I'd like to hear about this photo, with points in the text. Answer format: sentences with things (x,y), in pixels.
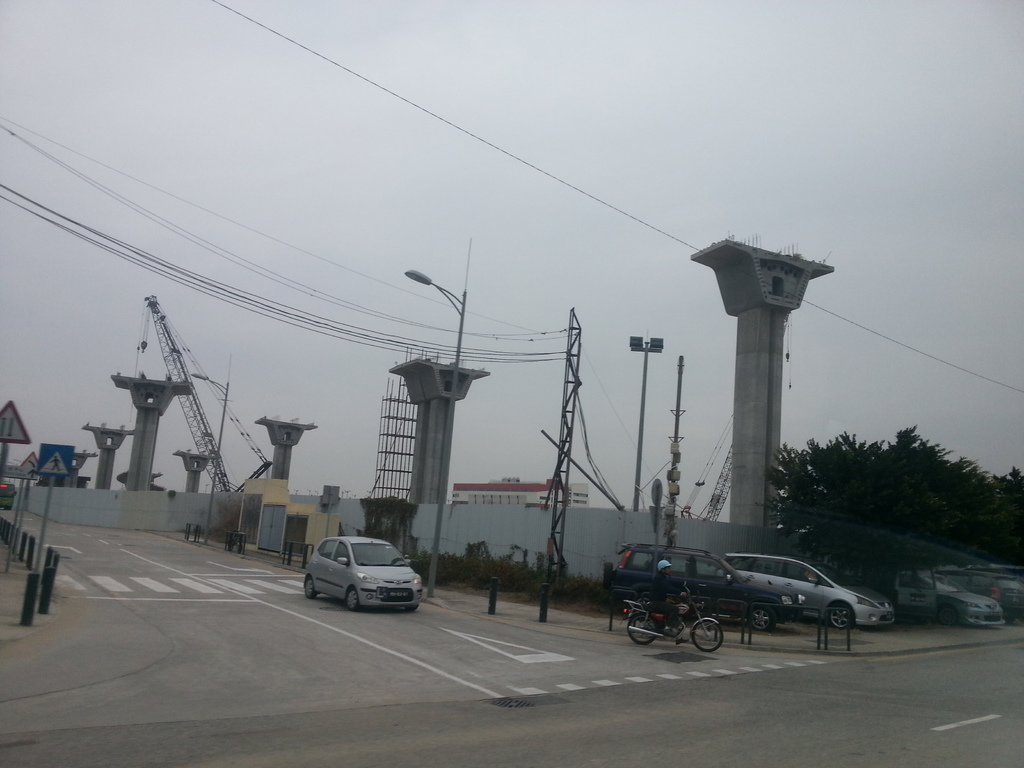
In this image I can see the vehicles (647,568) on the road (664,652). To the side of the vehicles (333,551) I can see the sign boards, poles (29,490) and trees (871,494). In the background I can see the pillars (429,448), cranes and the building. I can also see the sky (404,111) in the back (377,100).
